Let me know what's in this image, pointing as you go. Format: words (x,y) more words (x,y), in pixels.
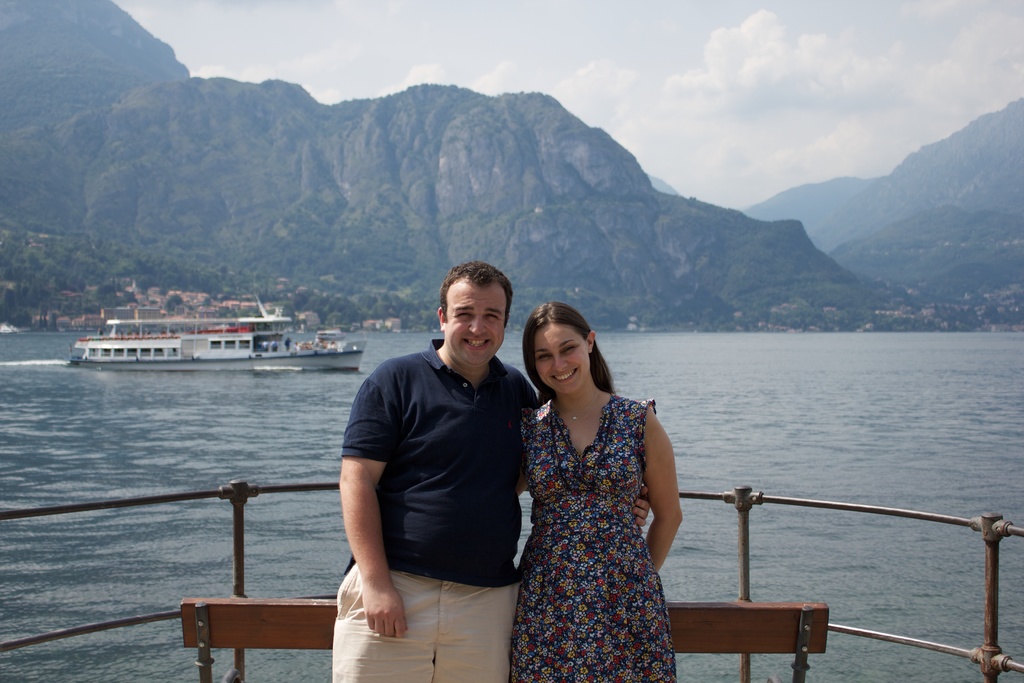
In this image I can see a couple (490,559) standing. There is a bench (791,612) and fence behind them. There are ships (153,366) on the water (192,379) and there are trees (349,274) and mountains (239,254) at the back (601,227). There is sky (775,86) at the top (782,73).
